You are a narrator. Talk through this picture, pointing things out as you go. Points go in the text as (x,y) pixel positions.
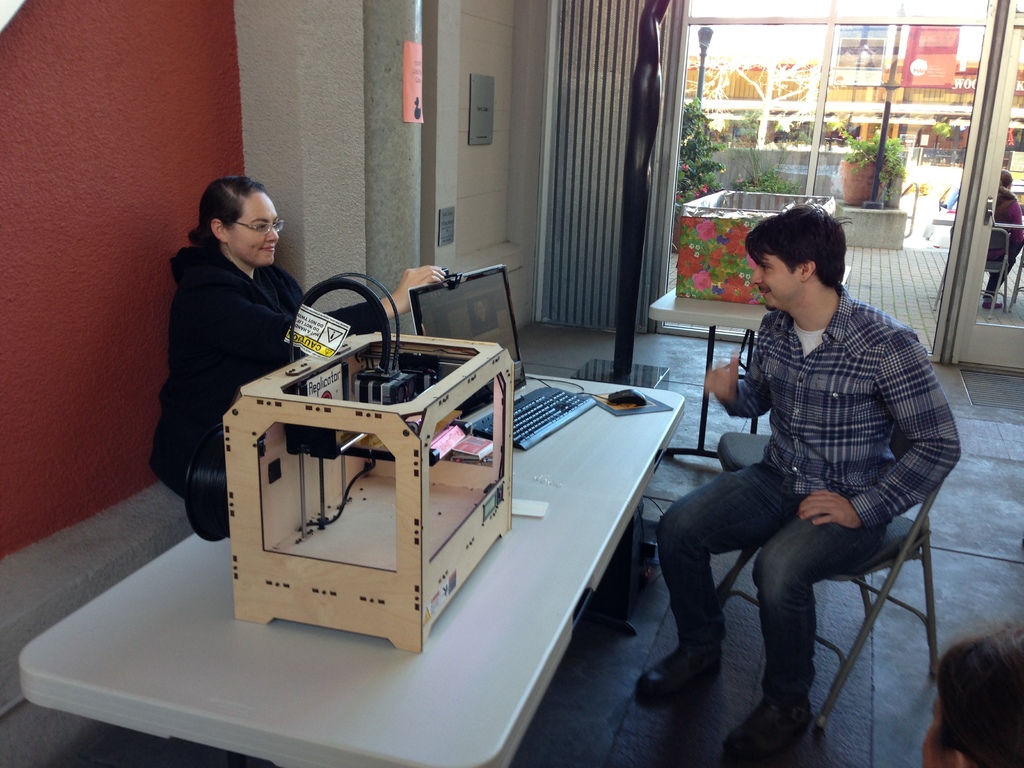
In the image we can see there are people (243,367) who are sitting on chair (993,235) and on table (266,637) there is monitor (503,289), keyboard (568,398), mouse (640,403) and a wooden box (390,516) like a machine (350,454) and there is curtain (622,214) on window (719,131) and the wall (87,211) is in red colour. On the other side there are plants (764,171).
